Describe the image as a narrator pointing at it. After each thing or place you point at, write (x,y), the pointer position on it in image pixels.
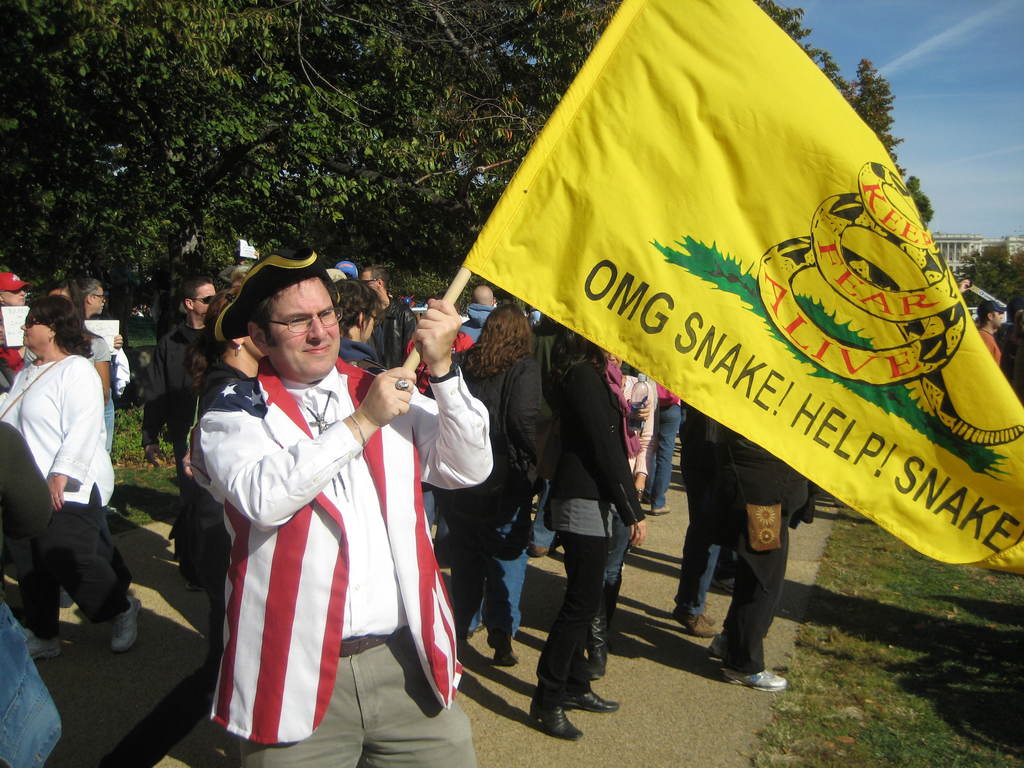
In the middle of the image (395,401) a man (327,672) is standing and smiling and holding a flag (1021,556). Behind him few people (41,563) are standing. Bottom right side of the image (928,602) there is grass (1016,644). Top right side of the image (1012,244) there are some buildings (958,250). Behind the buildings (946,242) there are some clouds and sky (997,7). Top left side of the image (186,200) there are some trees (3,22).
